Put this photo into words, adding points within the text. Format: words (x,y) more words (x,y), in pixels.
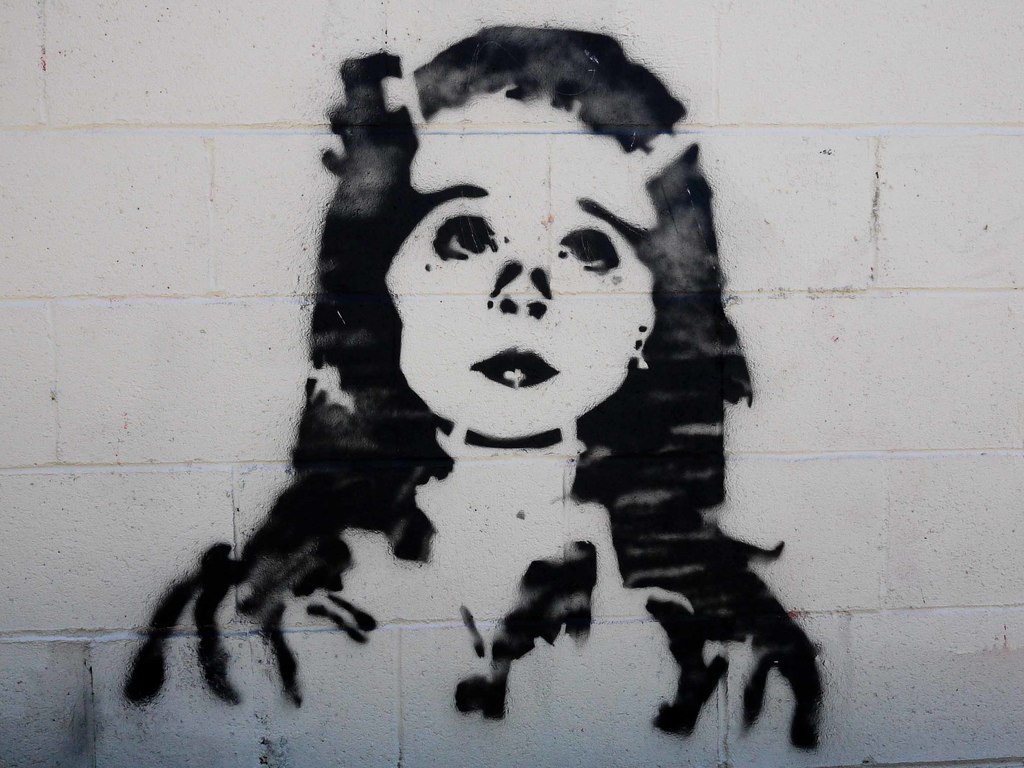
In this picture we can see an art (457,345) of a woman (584,323) on the wall (603,327).
